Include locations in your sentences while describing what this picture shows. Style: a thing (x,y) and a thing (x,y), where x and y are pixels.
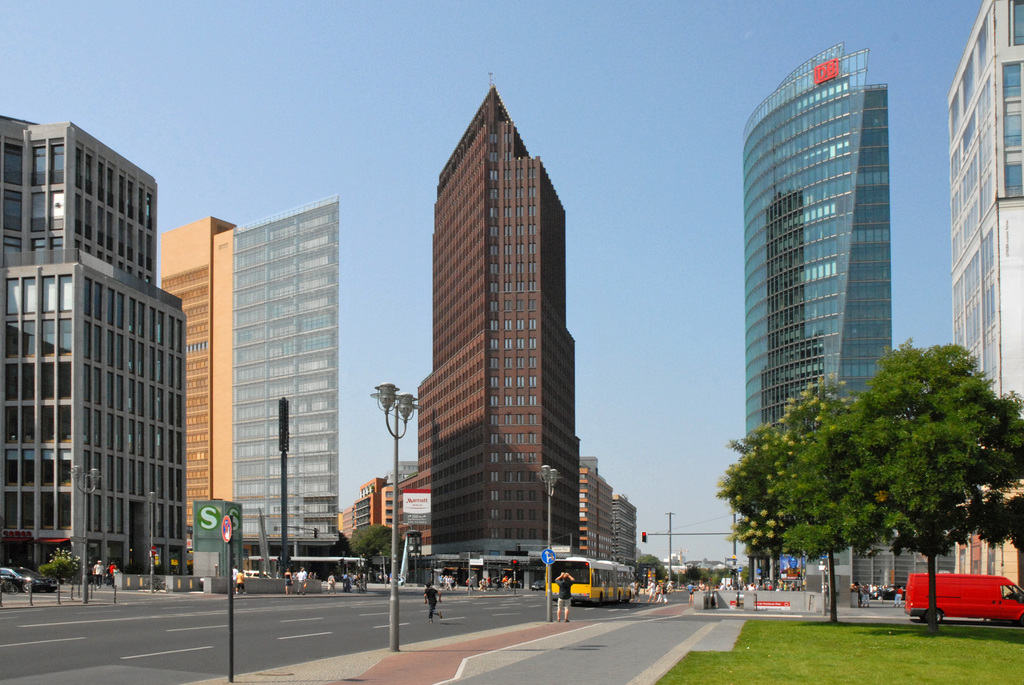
This picture is clicked outside. On the right (933,433) we can see the trees (835,533). In the center (395,421) we can see the lamps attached to the poles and there are some vehicles (585,593) running on the road (314,612) and we can see the group of people (664,582) and we can see the green grass (877,649). In the center (632,300) we can see the buildings (333,389) and the sky (360,187) in the background (325,364).
